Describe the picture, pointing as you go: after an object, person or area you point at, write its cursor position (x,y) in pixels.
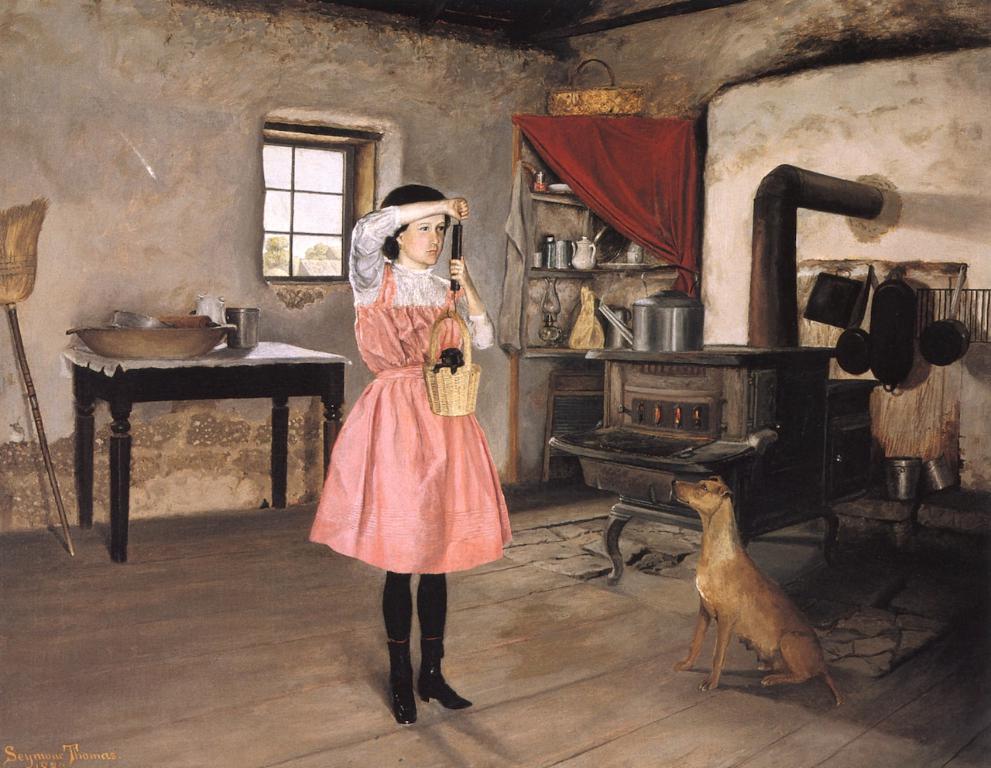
In this image, we can see the girl (469,503) holding small dog (450,350) with the help of a basket (468,398). She is wearing black shoe (405,653) and dress (432,520). She is in a house (656,700) where there is a table (218,393) and surrounding buckets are there. And there is a dog (762,620) watching the girl (416,535) holding the baby dog (442,365).
